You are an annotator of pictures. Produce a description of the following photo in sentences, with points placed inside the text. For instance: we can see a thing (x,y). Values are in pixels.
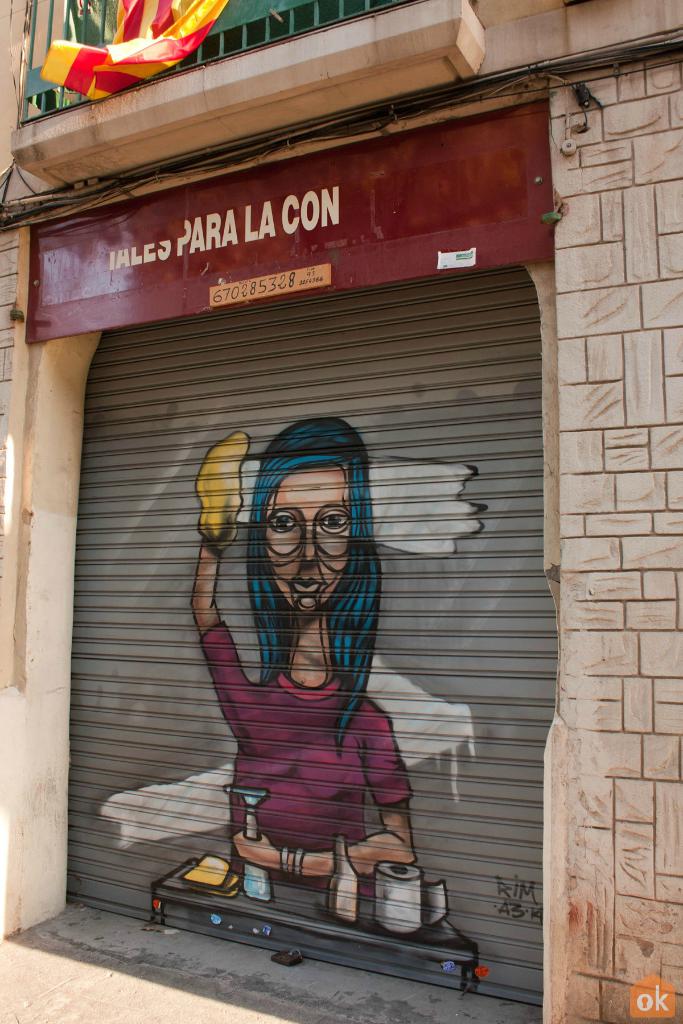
In this image there is a wall (652,796) having a shutter (221,666). On the shutter (239,674) there is an image (361,657) painted. A person (361,752) is holding a bottle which is on the table (274,916) having a paper roll (381,910) and few objects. Top of the image (392,60) there is a balcony (209,63) having clothes (117,80).
